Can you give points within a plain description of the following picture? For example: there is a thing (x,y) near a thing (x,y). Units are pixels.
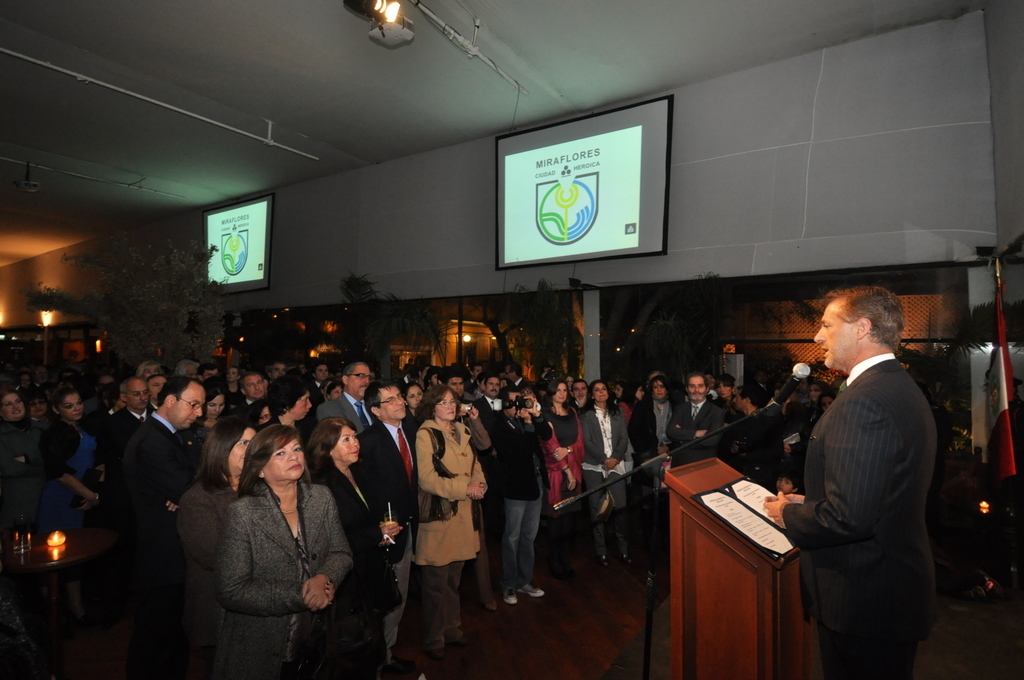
In the picture we can see a hall (103,113) with full of people (2,441) standing in it and in front of them we can see a man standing and talking something in the microphone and he is with black color blazer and in the background (391,204) we can see a wall (398,192) with two screens (559,166) and under it we can see a pillar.
